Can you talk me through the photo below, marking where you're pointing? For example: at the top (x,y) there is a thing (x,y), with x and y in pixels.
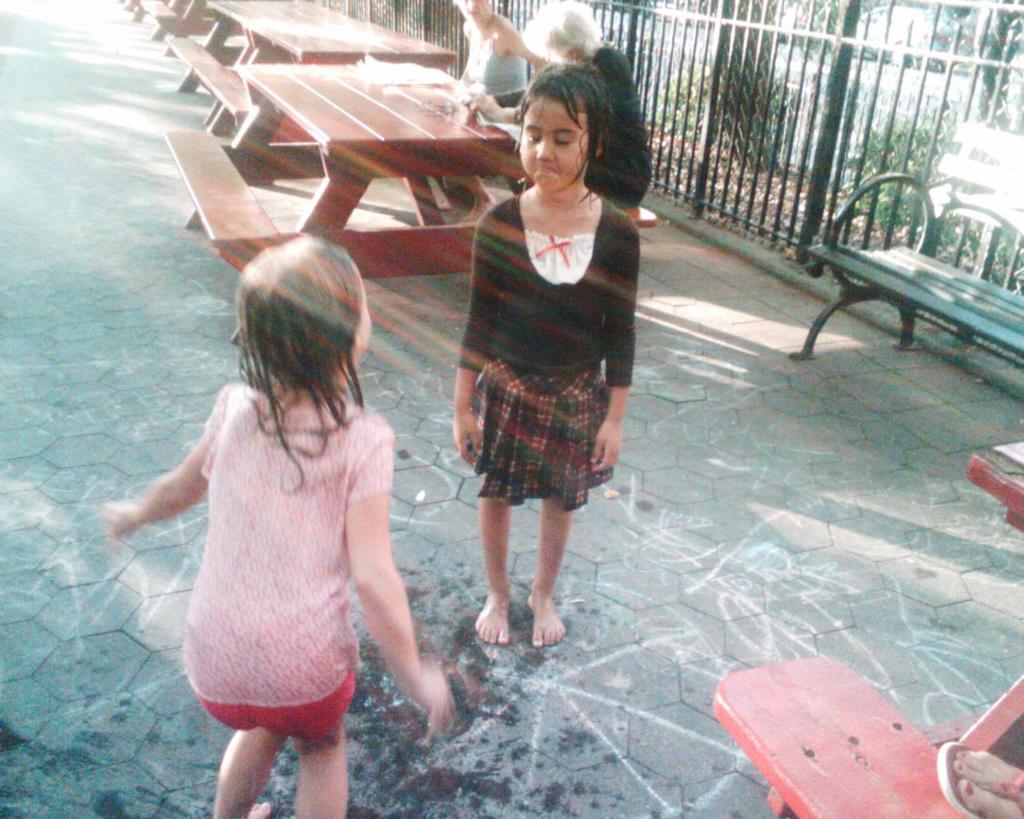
there are two baby girls (293,475) standing on a road (43,300) behind them there is a bench (359,75) and two old ladies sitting in it.
